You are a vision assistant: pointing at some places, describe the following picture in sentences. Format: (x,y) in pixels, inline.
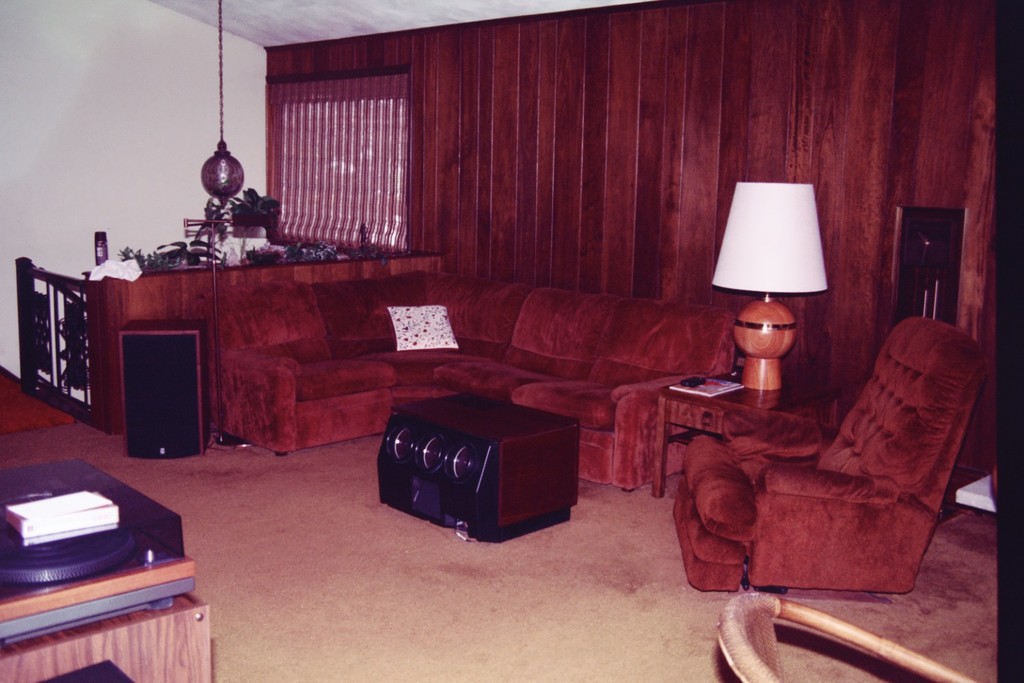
This is a couch (291,351) with a cushion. This looks like a speaker (182,396). This is a small table (756,393) with a lamp (761,370) and book (695,391) on it. This is some object (232,181) hanging to the rooftop (217,9). This looks like a house plants (272,255).
